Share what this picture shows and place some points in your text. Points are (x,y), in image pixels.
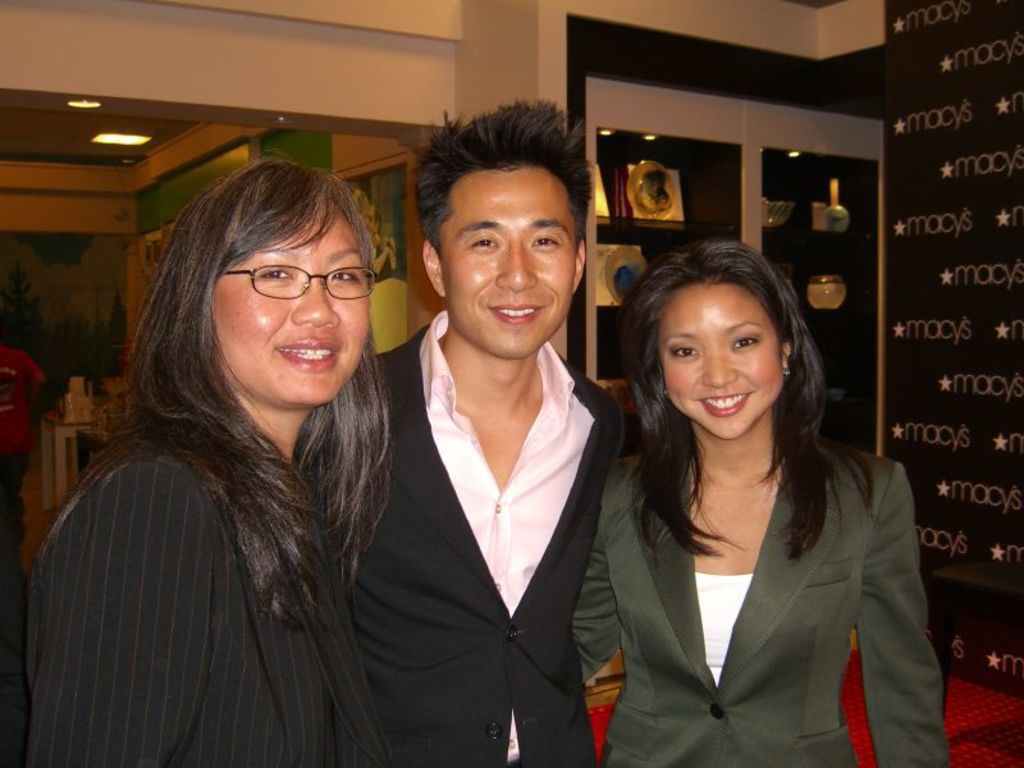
In the center of the image (482,503) we can see three persons (449,527) are standing and they are smiling and they are in different costumes (440,517). Among them, we can see a person (283,502) is wearing glasses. In the background (83,219) there is a wall (157,206), banner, stool (976,578), lights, shelves (827,201) with some objects (839,213), one person (19,489) is standing and a few other objects (73,393).
